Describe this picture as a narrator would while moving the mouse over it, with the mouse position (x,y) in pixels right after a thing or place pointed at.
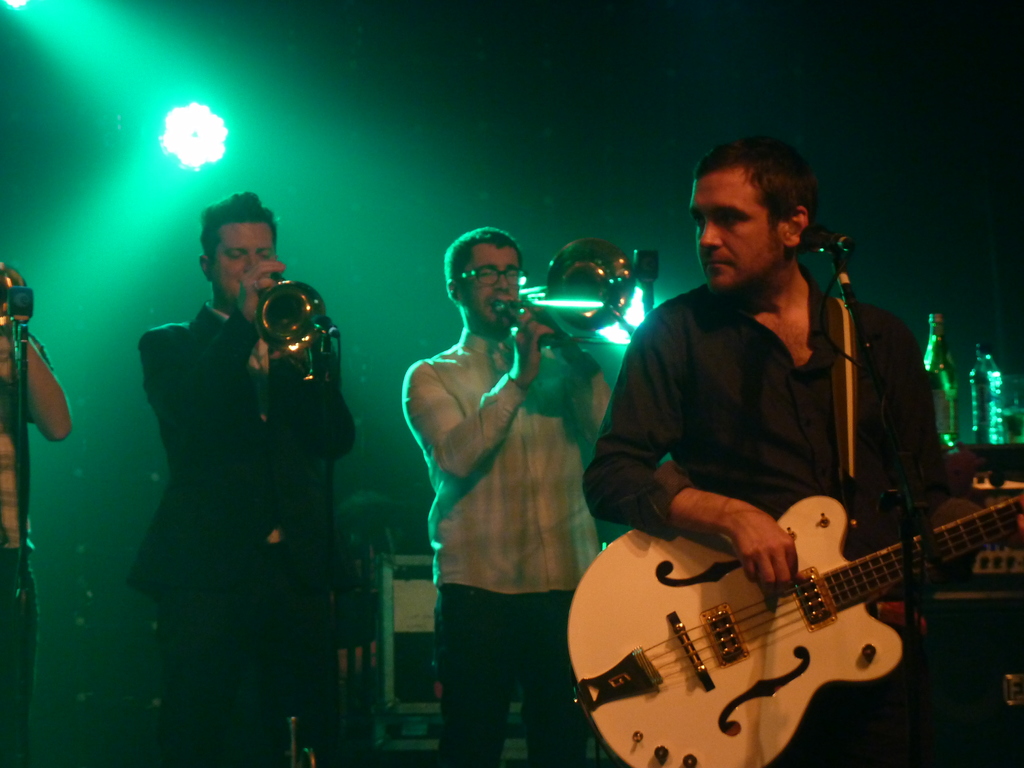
This is a picture of a live concert. On the right (768,203) there is a man (785,212) in black shirt (800,498) playing guitar (701,680). In the center (604,323) a man (473,364) is playing trombone (610,263). In the left (237,456) there is another man (241,491) in black suit (296,380) playing trumpet (282,314). On the left (0,337) a person (13,601) is standing. background (763,118) is dark there is a focus light (199,133). On the right (998,369) there are two water bottles (934,379). On the right (830,242) there is a microphone (843,244).
